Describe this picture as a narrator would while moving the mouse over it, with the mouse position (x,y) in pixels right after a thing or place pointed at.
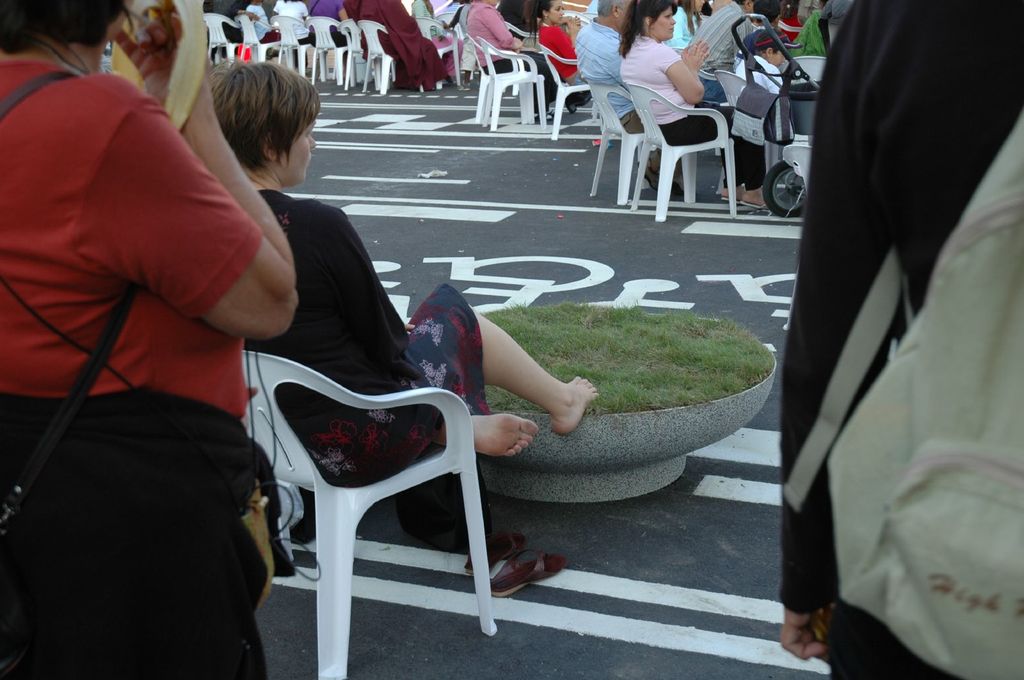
In this picture, we see many people (495,14) sitting on chair (393,403). On the left corner of the picture (145,205), women (115,231) in red t-shirt (123,212) is wearing black bag (55,425). On the right corner of the picture (868,209), woman (880,163) in black t-shirt (919,95) is wearing green bag (920,419). In the middle of the picture (666,416), we see a bowl (643,427) containing grass (669,358), which is placed on the road (461,237).
